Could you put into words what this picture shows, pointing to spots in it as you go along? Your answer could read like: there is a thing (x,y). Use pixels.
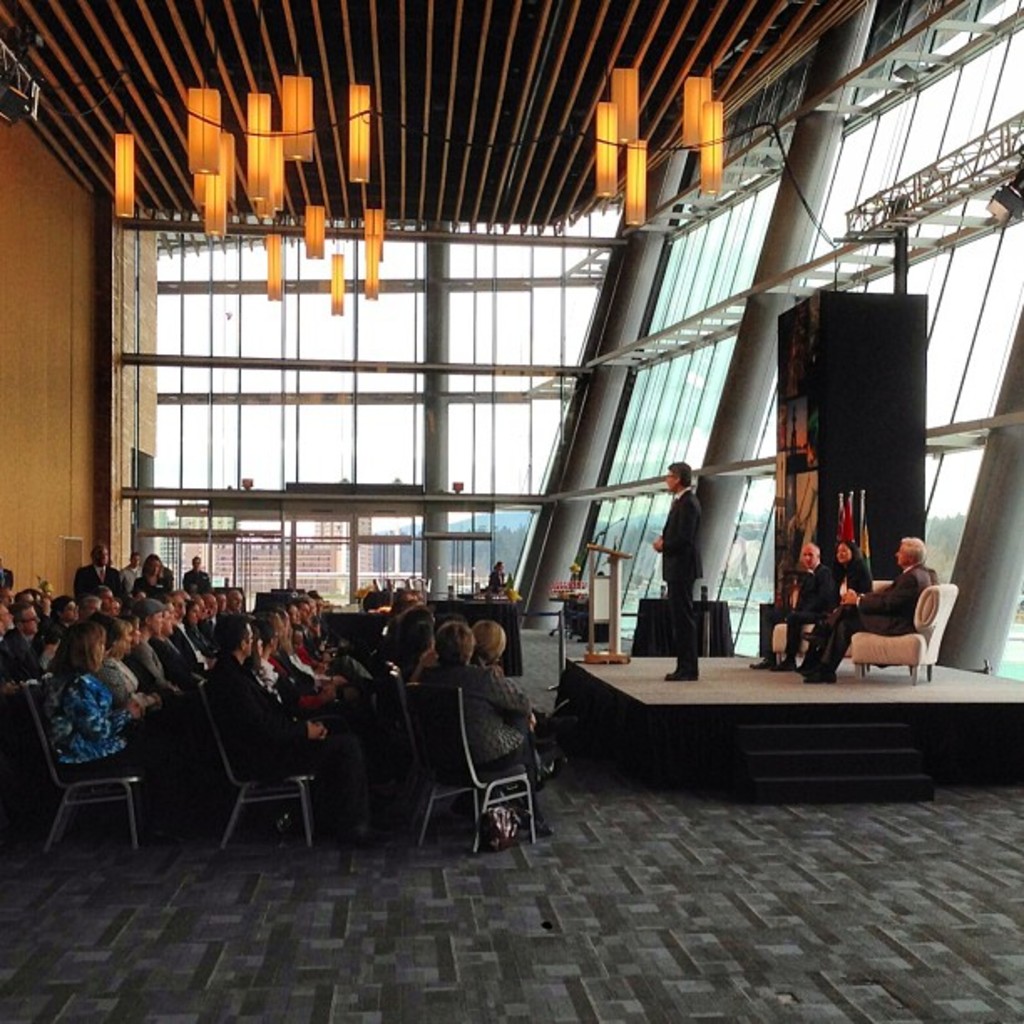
In this image we can see a group of people (336,749) sitting on the chairs (300,777) and there is a person (691,534) standing on the stage (643,680), on the stage (630,690) we can see a podium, there are some poles (747,427) and metal rods (277,493), at the top of the roof (372,97), we can see the lights (288,142) hanged, from the glass (694,421) we can see some buildings (326,557) and trees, on the left side of the image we can see the wall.
